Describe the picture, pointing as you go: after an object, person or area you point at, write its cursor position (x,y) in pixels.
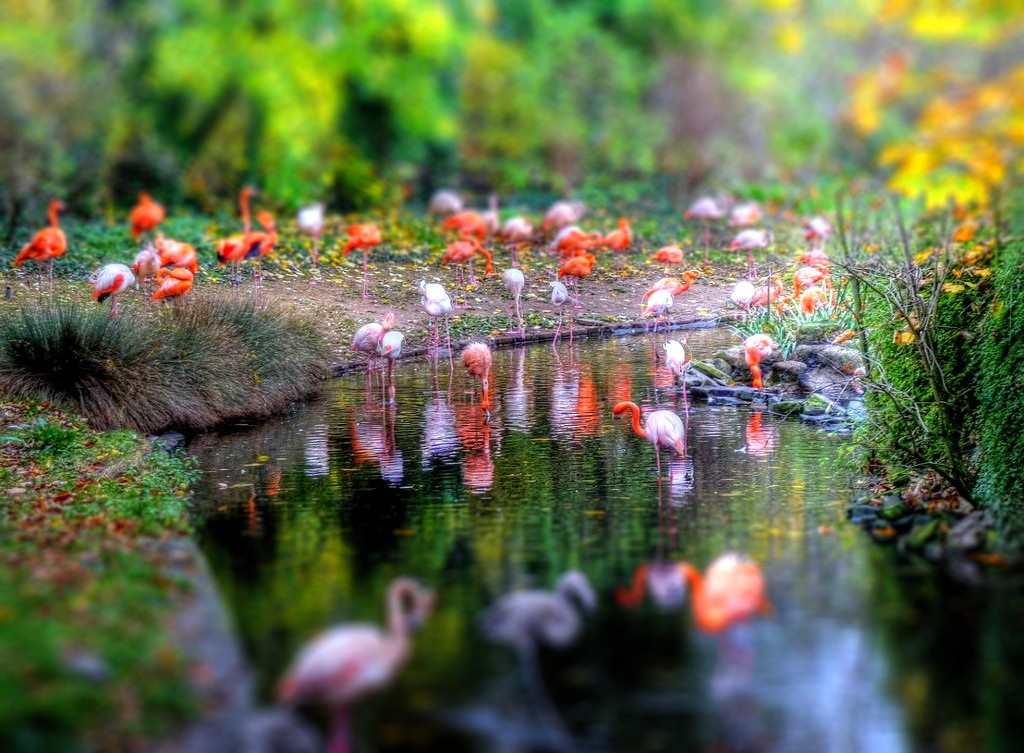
In this image at the bottom (483,534) there is a pond (741,425), on the right side (934,290) and left side (115,639) there is grass (112,625) and some plants (967,434). In the background (869,201) there are some birds (776,280) and trees (735,129) and flowers (905,132).
